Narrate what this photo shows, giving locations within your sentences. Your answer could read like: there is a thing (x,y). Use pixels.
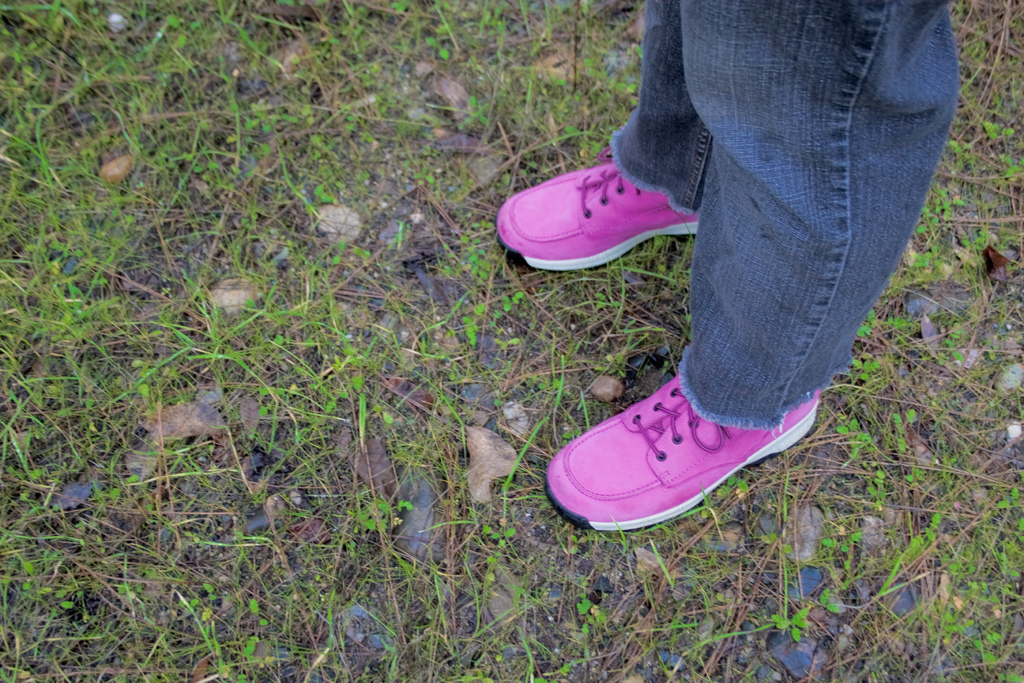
In this picture we can see a person (711,464) standing on the ground (526,425).
